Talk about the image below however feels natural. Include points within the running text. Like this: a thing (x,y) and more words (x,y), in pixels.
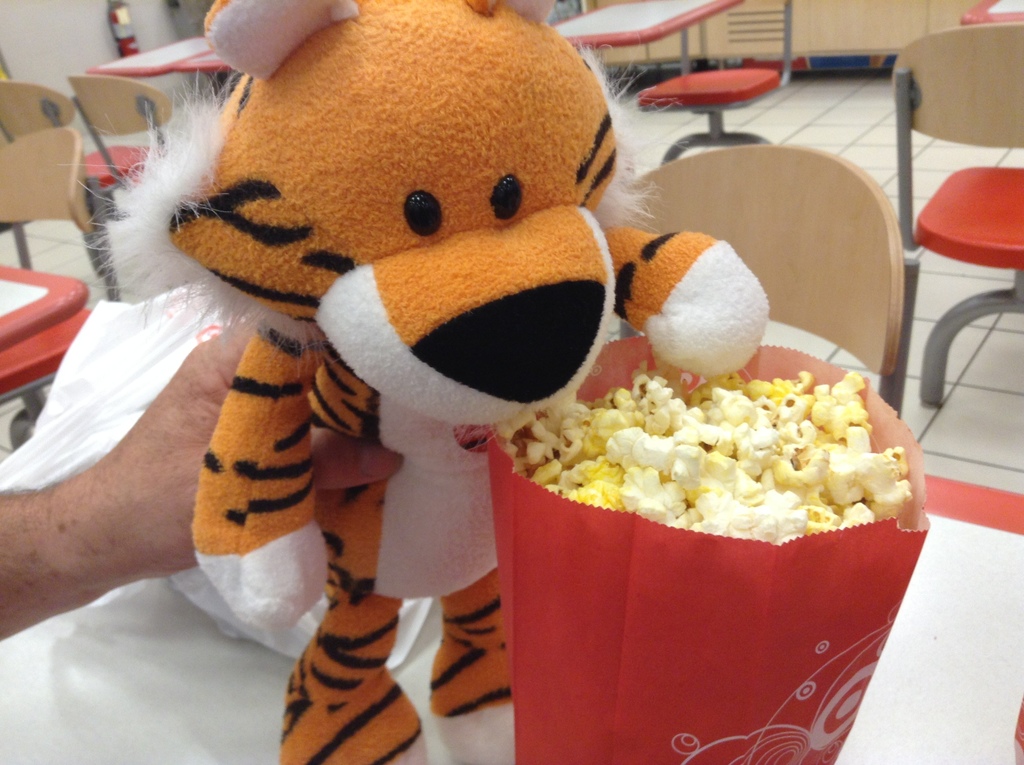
There is a table (150,669). On that there is a red cover (671,622) with popcorns (727,461). Also we can see a person's hand (139,494) holding a tiger toy (383,401). In the back (127,121) there are chairs (779,150) and tables (656,32). Also there is a cover (127,366) on the table (84,677).
